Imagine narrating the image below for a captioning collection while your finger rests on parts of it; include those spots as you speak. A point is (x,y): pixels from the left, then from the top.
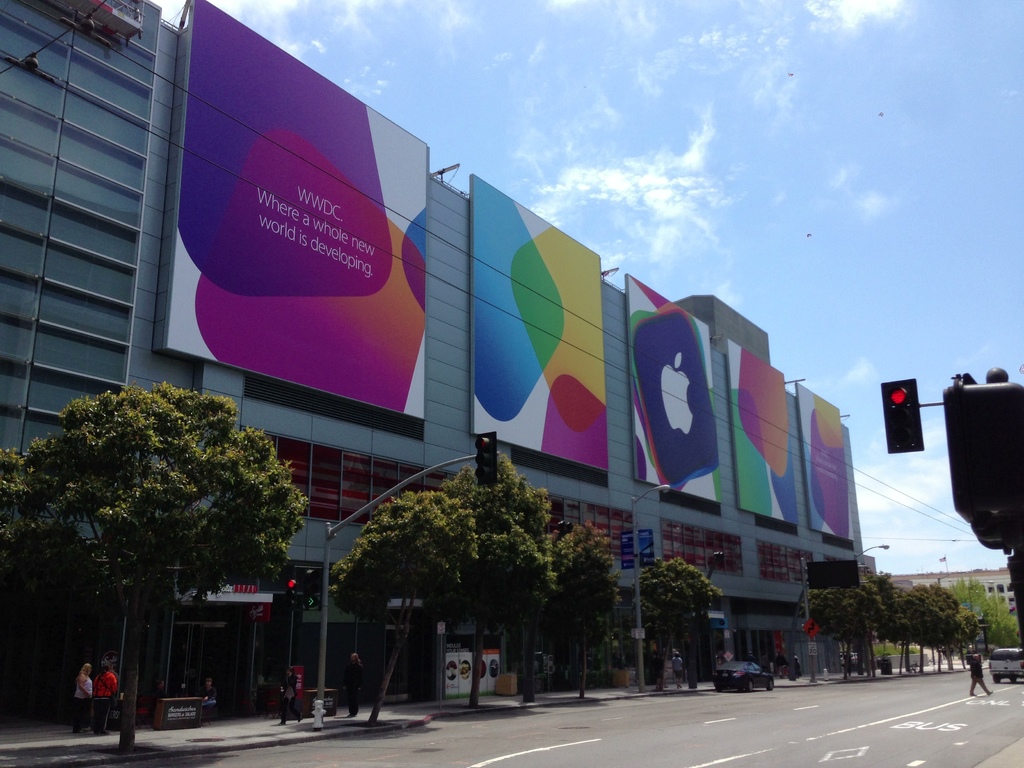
This image consists of many people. In the front (644,611), we can see many trees (658,600) and few people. At the bottom (994,730), there is a road (893,680). In the background (441,401), we can see a building (30,334) on which there are hoardings (638,414). At the top (678,145), there are clouds (919,487) in the sky (918,163). On the right (1002,434), we can see a signal light (1023,618).
